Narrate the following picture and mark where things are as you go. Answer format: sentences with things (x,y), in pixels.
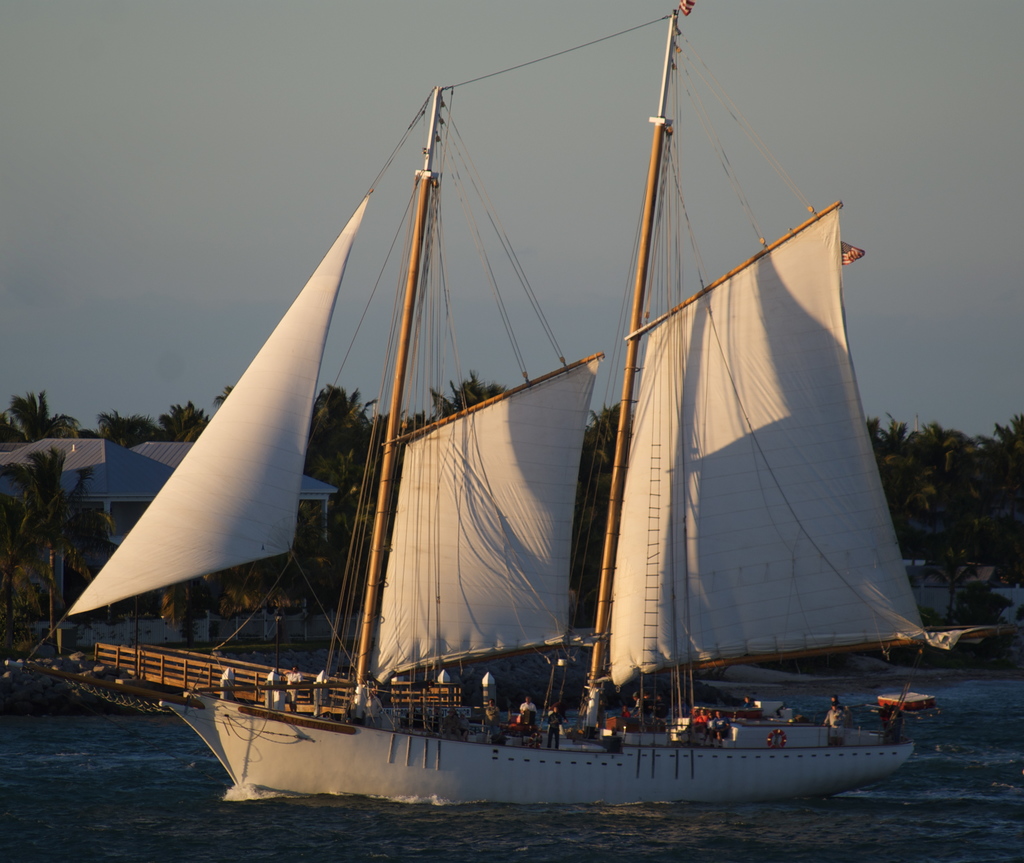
In this picture I can see a boat (562,352) on the water (432,811) and I can see few people (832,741) standing in the boat (268,749). I can see couple of shelters (69,457), few trees (966,563) in the back (40,415) and a cloudy sky (340,55).
